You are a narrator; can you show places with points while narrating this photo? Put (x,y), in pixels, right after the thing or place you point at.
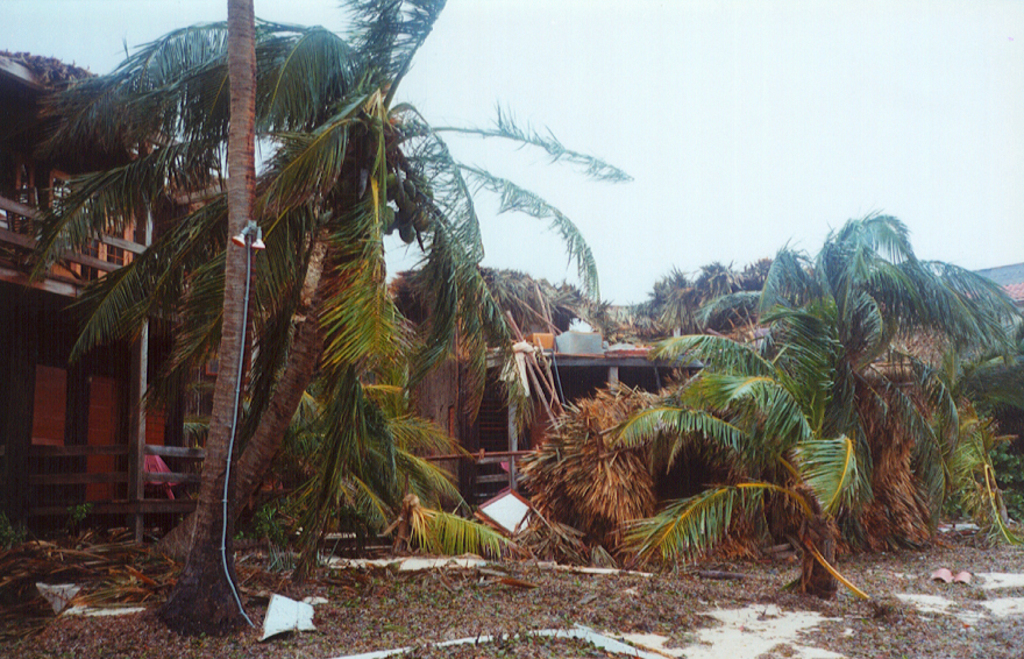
At the bottom of the picture (517,619), we see dry leaves (452,625). In the middle of the picture (446,337), we see trees (279,417). On the left side (19,139), we see a building (65,386). There are huts (604,313) in the background (584,305). At the top of the picture (655,96), we see the sky (616,164).
